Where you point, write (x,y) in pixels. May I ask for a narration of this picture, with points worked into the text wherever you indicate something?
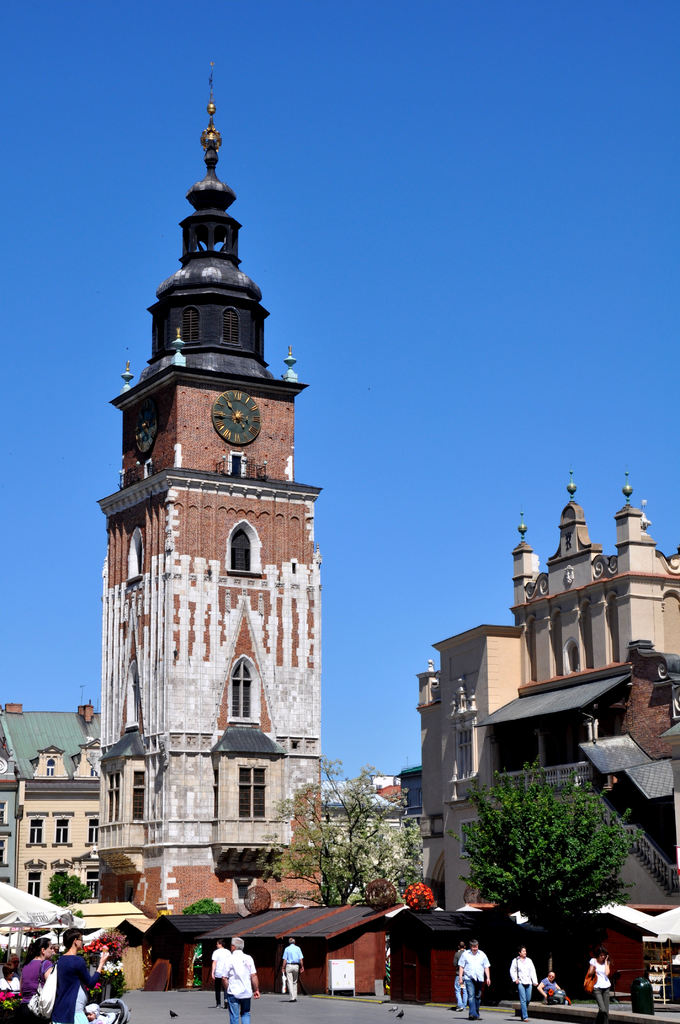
In this picture I can see there are few people (83,983) walking in the street (342,1008) and there are trees (490,875) and buildings (443,864). There is a tower (140,790) here with a clock (238,398) and the sky (105,145) is clear.
